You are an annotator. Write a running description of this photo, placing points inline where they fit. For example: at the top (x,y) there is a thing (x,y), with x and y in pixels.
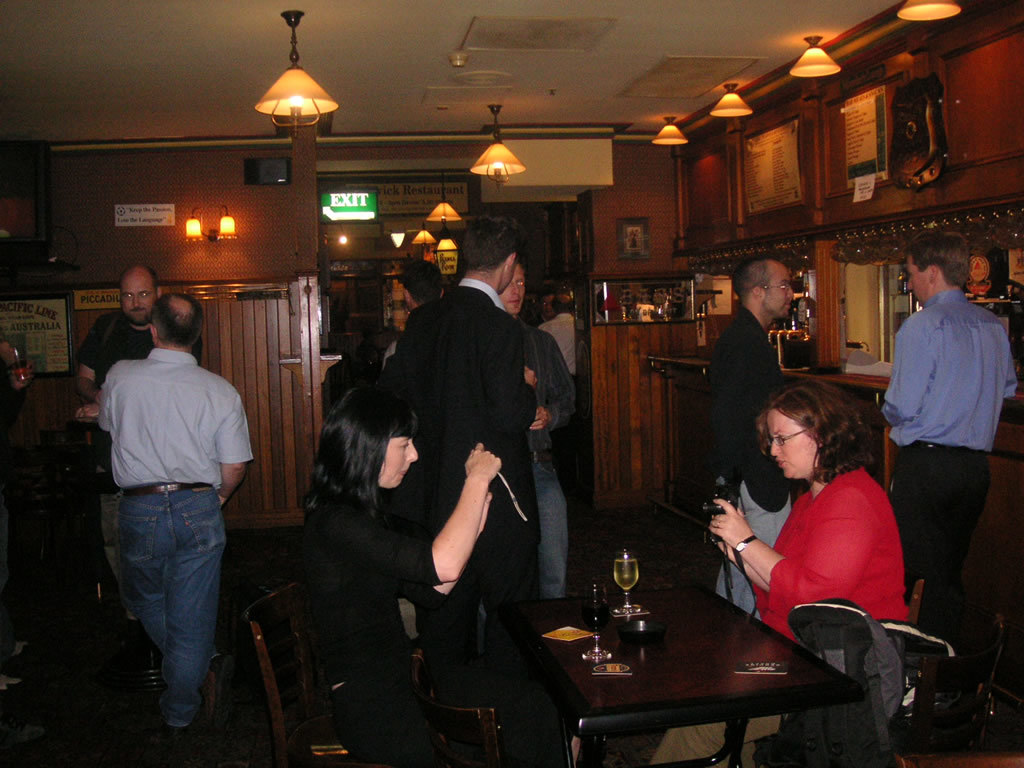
So many people (441,435) are there in a room (450,7). Two women (760,538) are sitting in their chairs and one is taking pictures in front of them there is a table (659,675) and glasses (595,653) on it. Two men (743,407) are seeing each other, there are number of lamps (483,167) behind them there is a wooden wall (240,332). The person (177,432) is wearing a white shirt (169,453) and blue jeans (148,563), the woman (819,588) is wearing a red shirt (858,566). There is a sign board (352,211).
